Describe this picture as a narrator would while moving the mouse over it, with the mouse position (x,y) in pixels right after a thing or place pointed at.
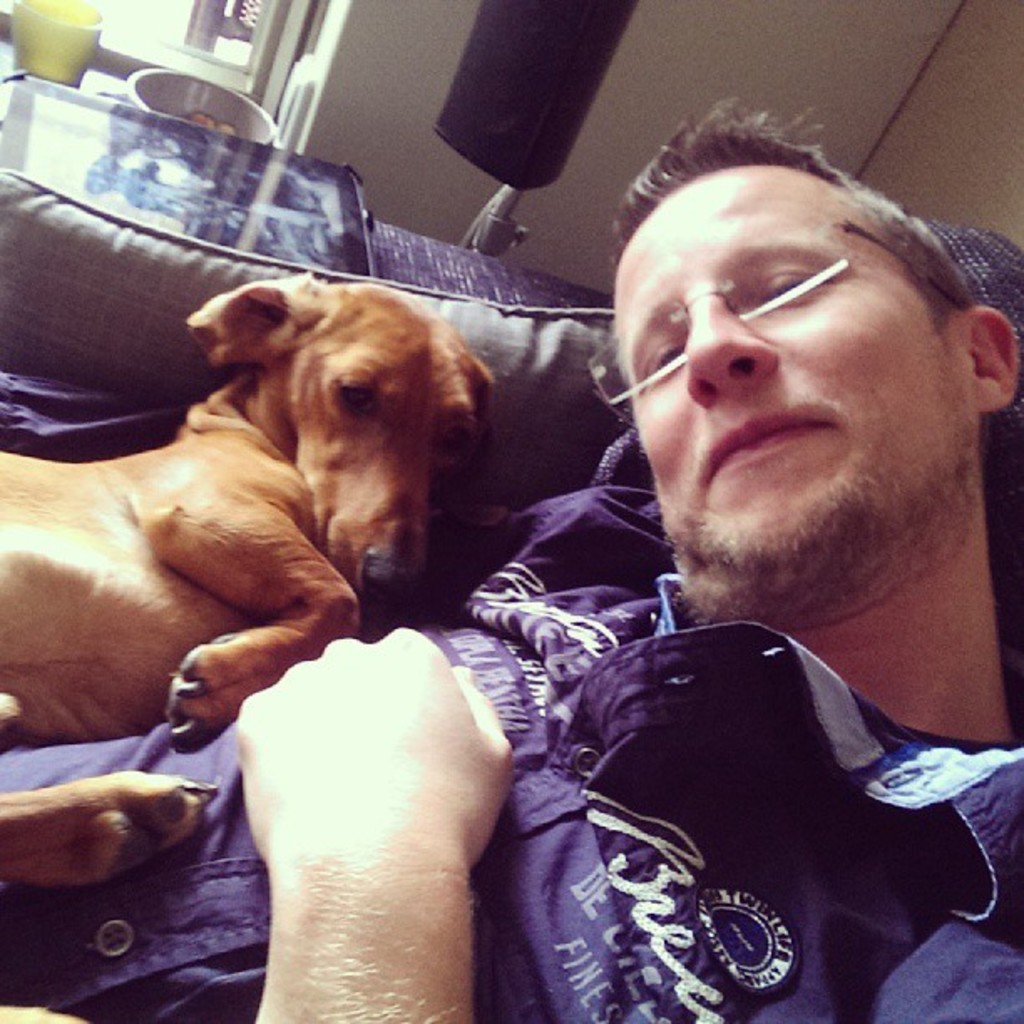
Here is a man (365,860) and a dog (162,611) laying on the couch (532,393). This looks like an tablet (169,174). Here is a black color object (492,108) I think this is an speaker (494,87). This looks like a window (176,52).
